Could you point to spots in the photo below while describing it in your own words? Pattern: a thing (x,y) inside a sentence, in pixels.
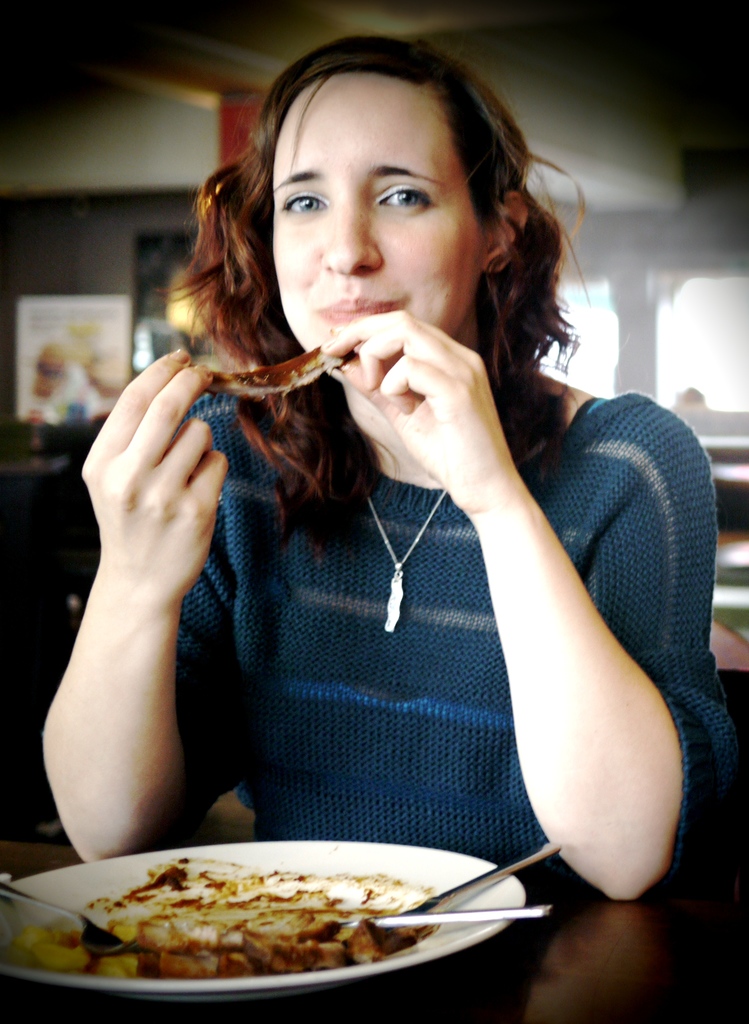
In this picture there is a woman (459,552) who is holding a meat piece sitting near to the table (550,937). On the table (694,926) I can see the forks (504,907), spoons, plate (232,878) and food item (221,947). In the background (733,419) we can see the tables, chairs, windows (666,331), posters (101,339) and other objects (144,354).
